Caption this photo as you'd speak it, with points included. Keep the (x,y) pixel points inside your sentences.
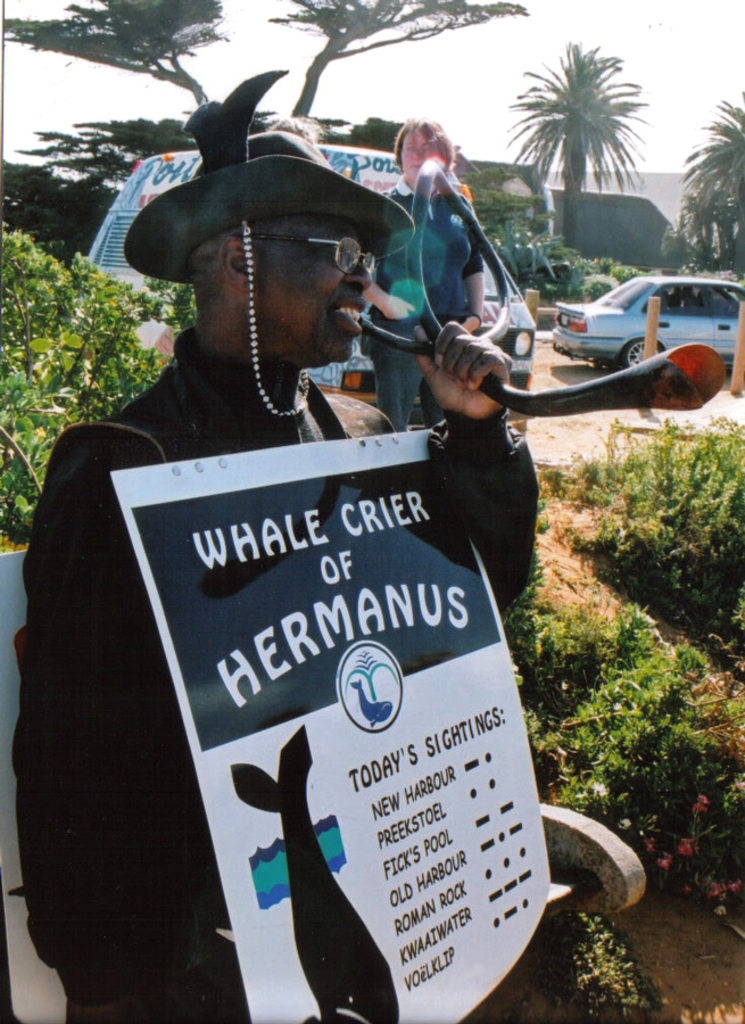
In this image there is a man (105,620) in the middle (271,390) who is holding the placard (353,733) with one hand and a pipe (487,386) with another hand (446,396). In the background (345,154) there are vehicles (585,337) on the ground (561,376). Behind them there are trees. On the left side (67,321) there is a plant (51,359).
